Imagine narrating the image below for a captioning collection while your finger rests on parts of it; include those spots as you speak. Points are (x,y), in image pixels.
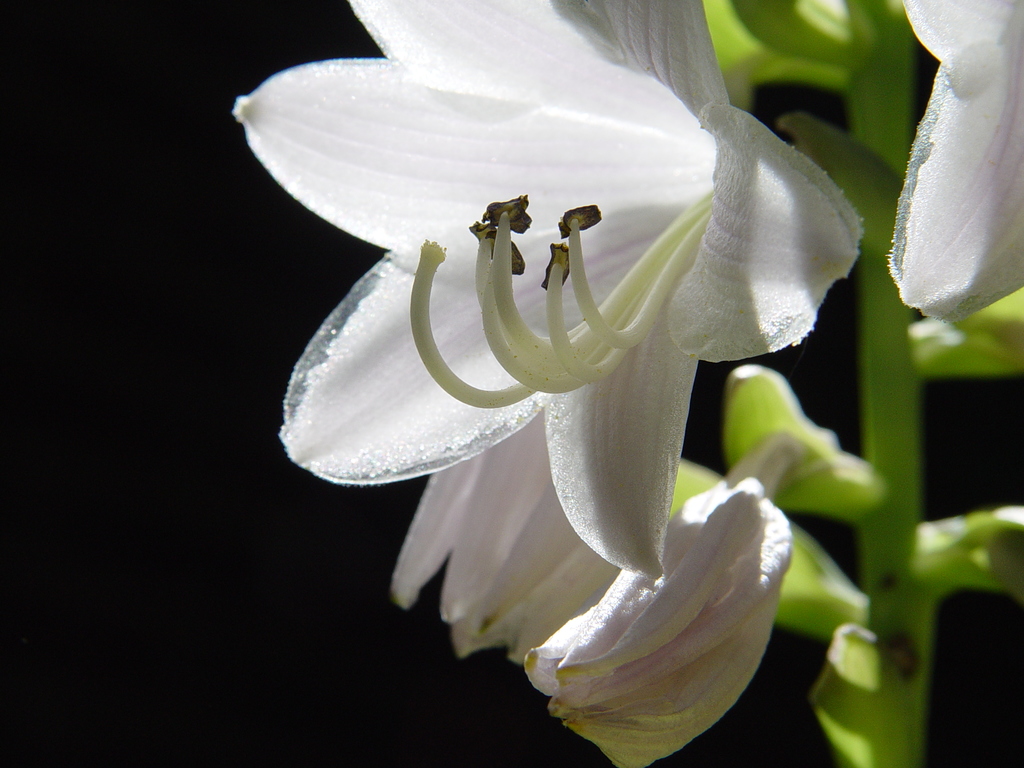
In this image we can see flowers (968,130) and a dark background (132,26).
